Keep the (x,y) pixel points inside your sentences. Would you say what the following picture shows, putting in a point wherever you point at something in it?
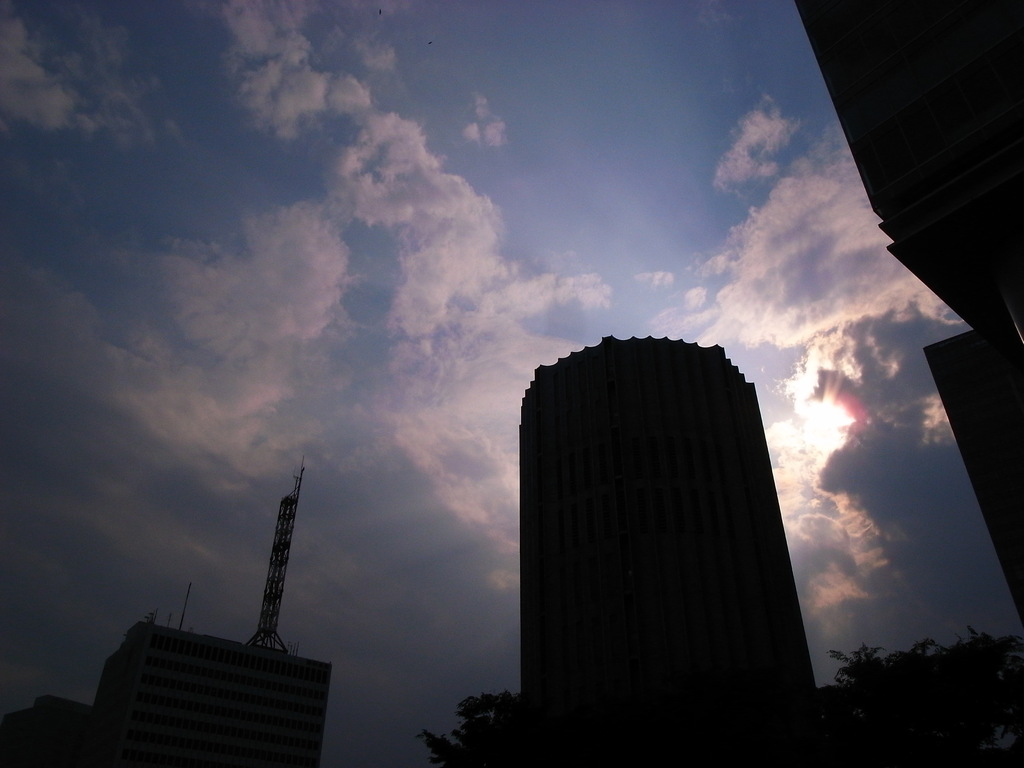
This picture is clicked outside. In the foreground (136,714) we can see the buildings (995,120) and trees (978,700) In the background (421,218) we can see the sky (412,270) with the clouds (253,422) and we can see the metal rods (273,613) and some other objects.
